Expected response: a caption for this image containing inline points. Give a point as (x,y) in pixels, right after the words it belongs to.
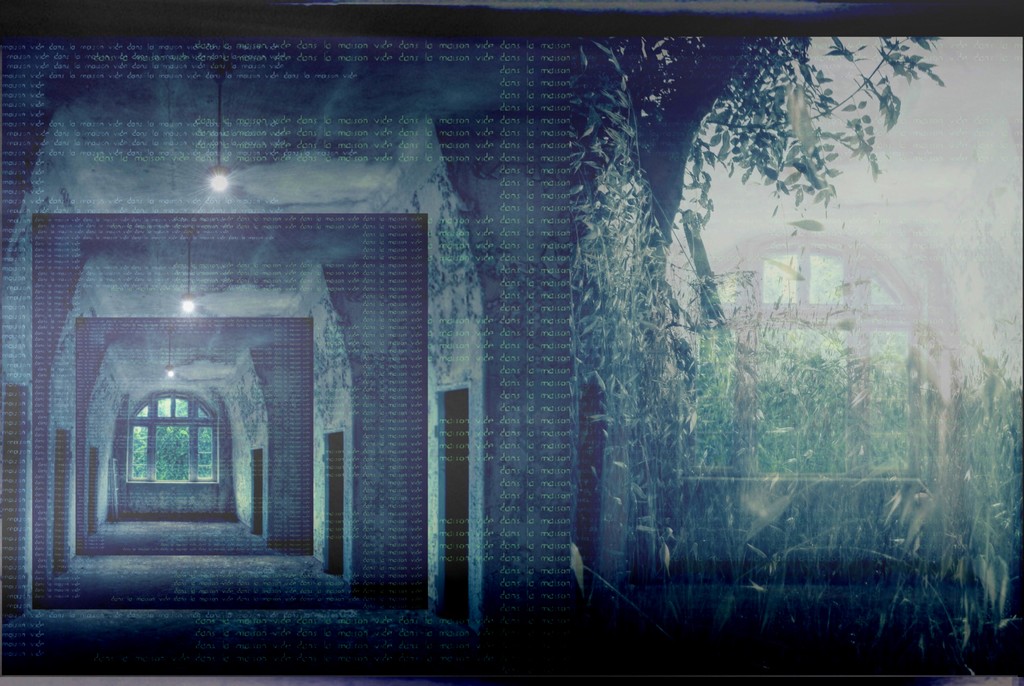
This is an edited image, we can see walls (259,443), windows (166,470), trees (706,387) and lights (212,188).
